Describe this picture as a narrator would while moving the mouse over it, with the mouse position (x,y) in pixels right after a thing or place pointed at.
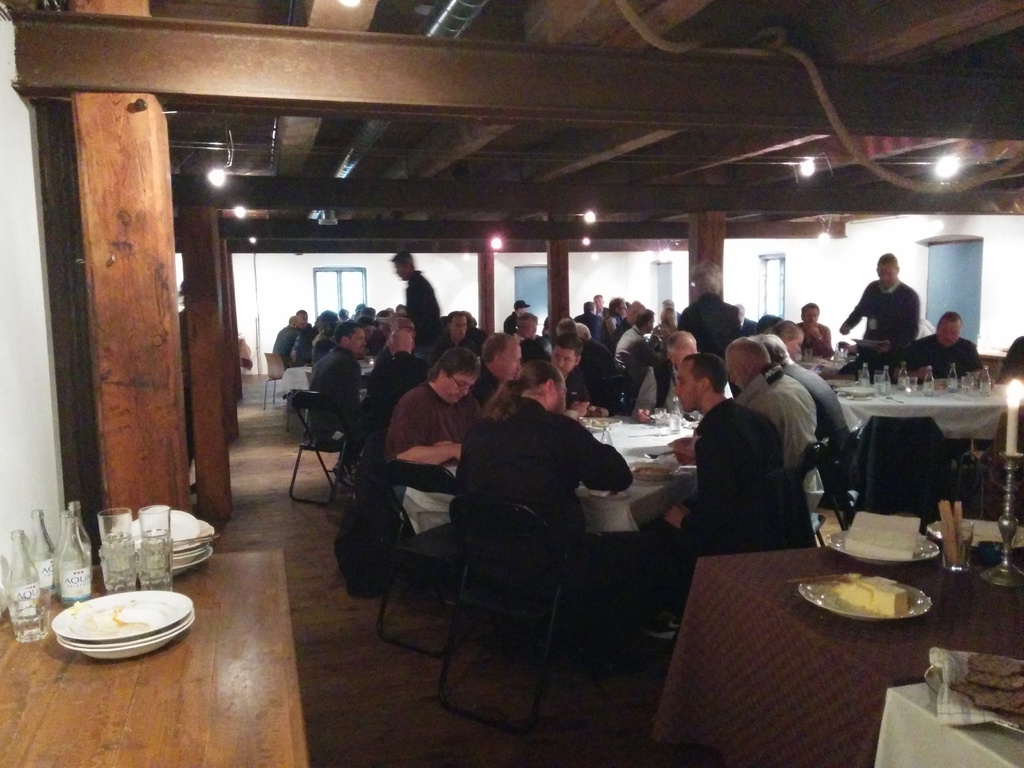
In this image I see a group of people (561,454) are sitting on a chair (514,520) in front of a table (909,567). On the table (656,486) I can see there are few plates (122,612), glass bottles (80,568) and other objects (830,574) on it.
